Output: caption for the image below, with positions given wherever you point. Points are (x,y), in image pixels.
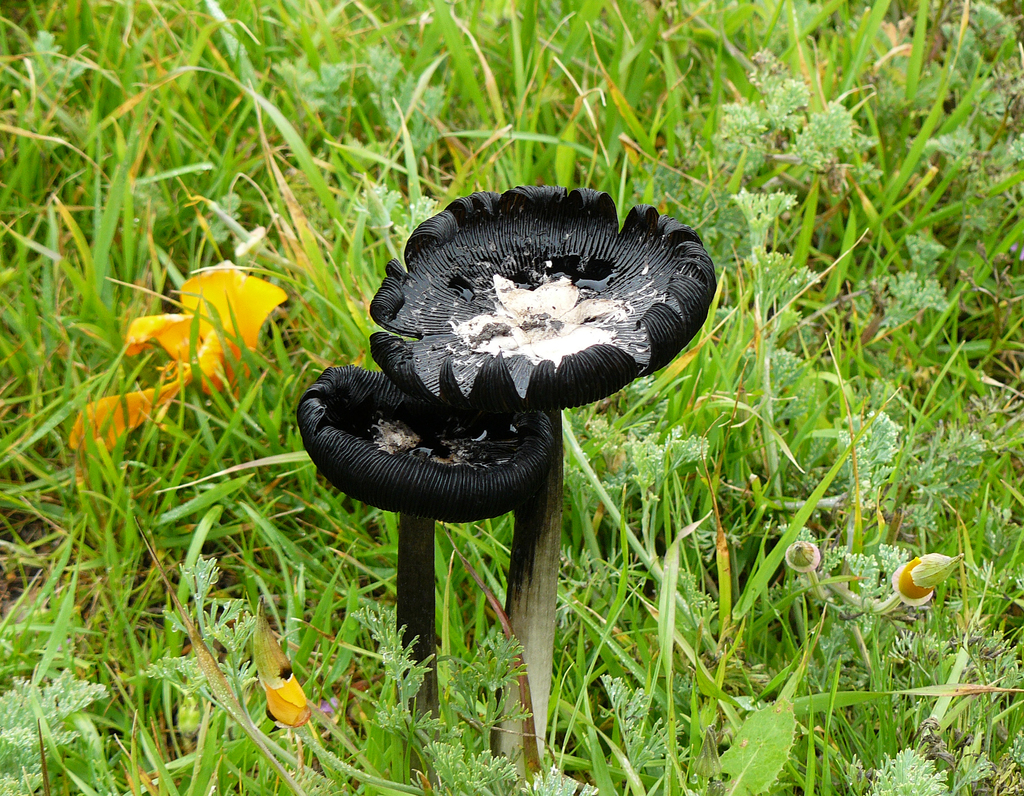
There are two black mushrooms (370,474) in between the grass (356,650) and around those mushrooms (327,459) there are many unwanted plants (810,557).
